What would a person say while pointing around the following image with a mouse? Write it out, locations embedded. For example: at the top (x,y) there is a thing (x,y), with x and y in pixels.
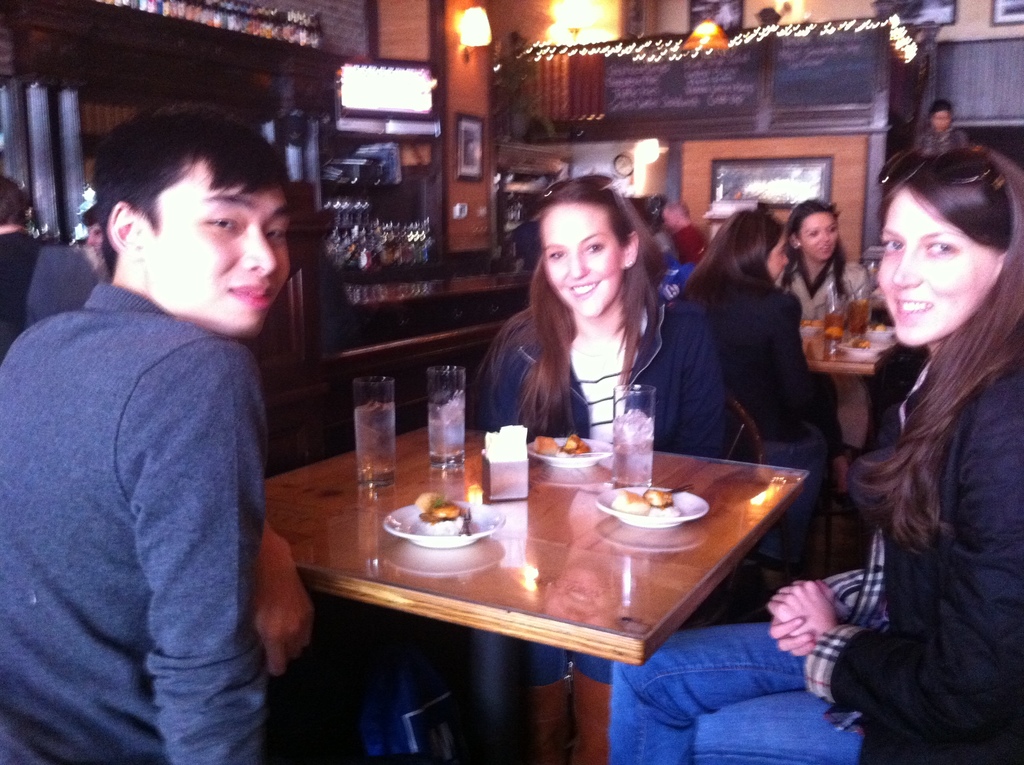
There are few people (633,221) sitting on the chair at the table (504,552). There is food (452,531), tissue paper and glass (438,446) on the table (525,509). Behind them there are lights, screen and wall (407,32).
